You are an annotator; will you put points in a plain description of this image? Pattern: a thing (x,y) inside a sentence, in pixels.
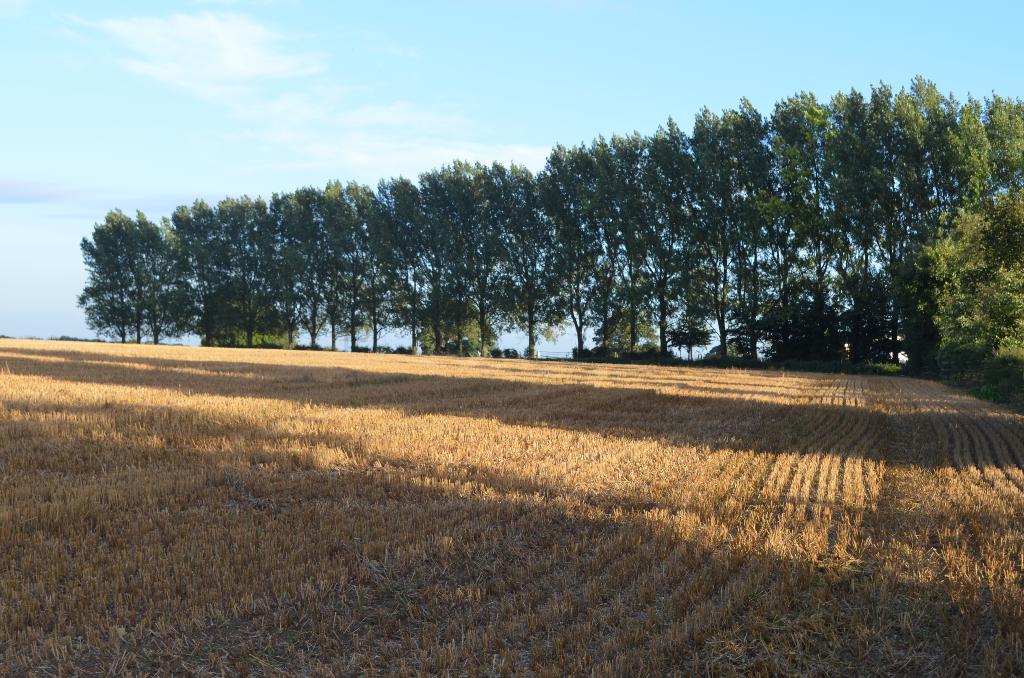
This picture is clicked outside the city. In the foreground (628,550) we can see the items (404,453) seems to be the crops (516,451). In the background (420,183) there is a sky (332,159), plants (447,349) and trees (96,289).
